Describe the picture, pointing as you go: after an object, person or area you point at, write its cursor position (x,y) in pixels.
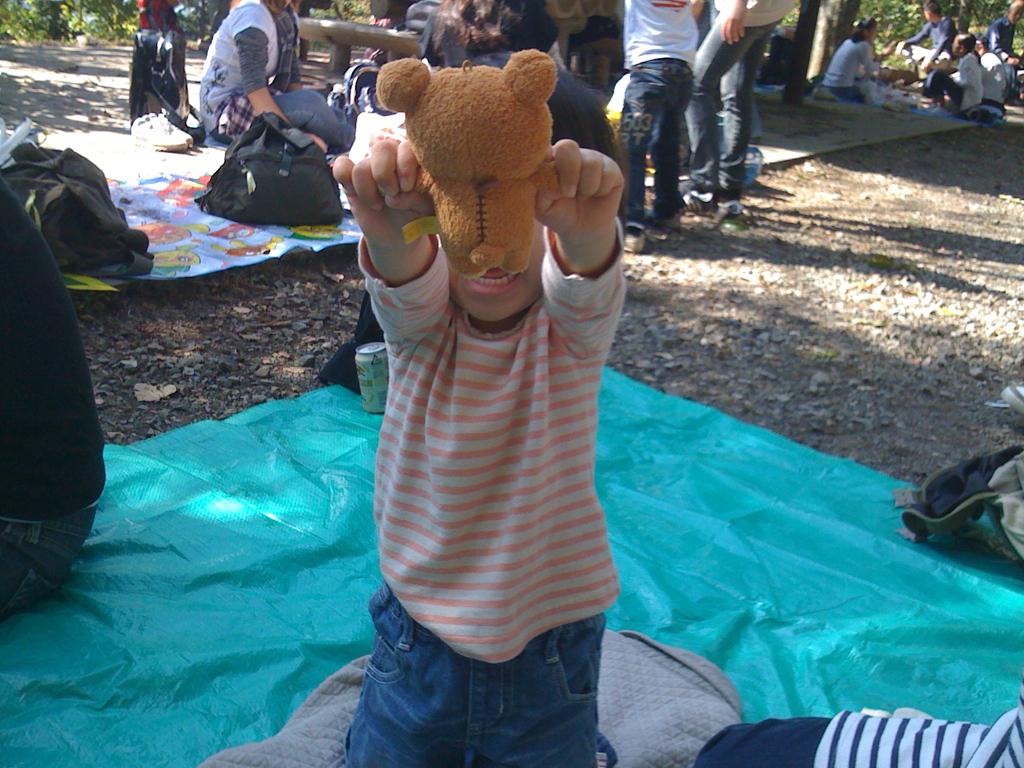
This picture is clicked outside. In the foreground (536,290) there is a kid (532,375), wearing t-shirt (544,378), holding a soft toy (476,204) and seems to be kneeling on an object (726,705) and we can see the group of persons (315,114) sitting on the ground (899,470) and we can see the bags (268,212) and some other objects (219,601) are placed on the ground (779,425). In the background (752,31) we can see the group of person (749,74) standing on the ground (792,228) and there are some objects (354,22) in the background (67,29) and we can see the plants (129,17).
